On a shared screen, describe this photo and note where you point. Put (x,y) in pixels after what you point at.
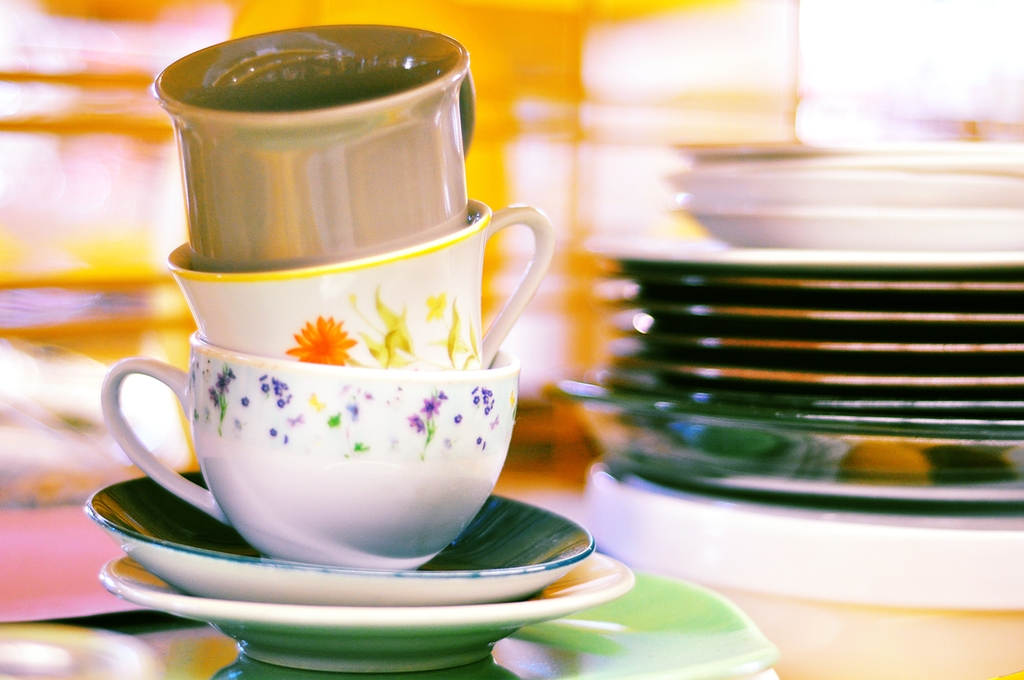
In this picture we can see three cups (384,238), saucers (605,590) and plates (858,262), we can see a blurry background (619,71).
